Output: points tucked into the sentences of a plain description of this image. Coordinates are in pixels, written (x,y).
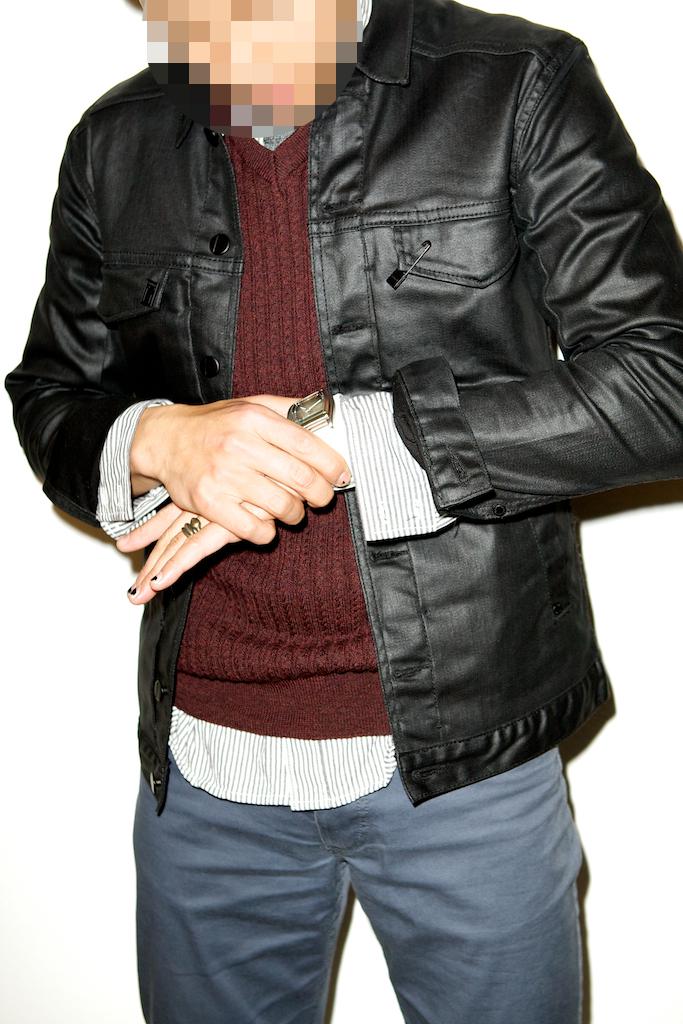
In the center of the image (302,407) a man (374,291) is standing and wearing jacket (311,125). In this image we can see face (265,68) is blurry.
